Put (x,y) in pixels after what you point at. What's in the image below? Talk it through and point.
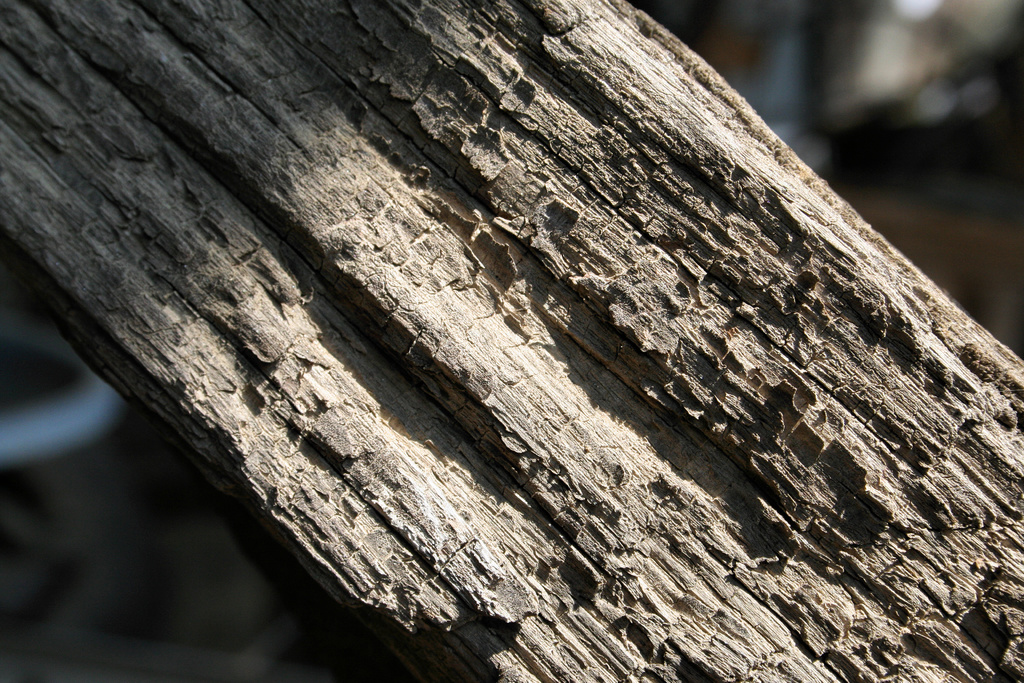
In this image I can see may be a trunk (568,374) of tree (596,379).
